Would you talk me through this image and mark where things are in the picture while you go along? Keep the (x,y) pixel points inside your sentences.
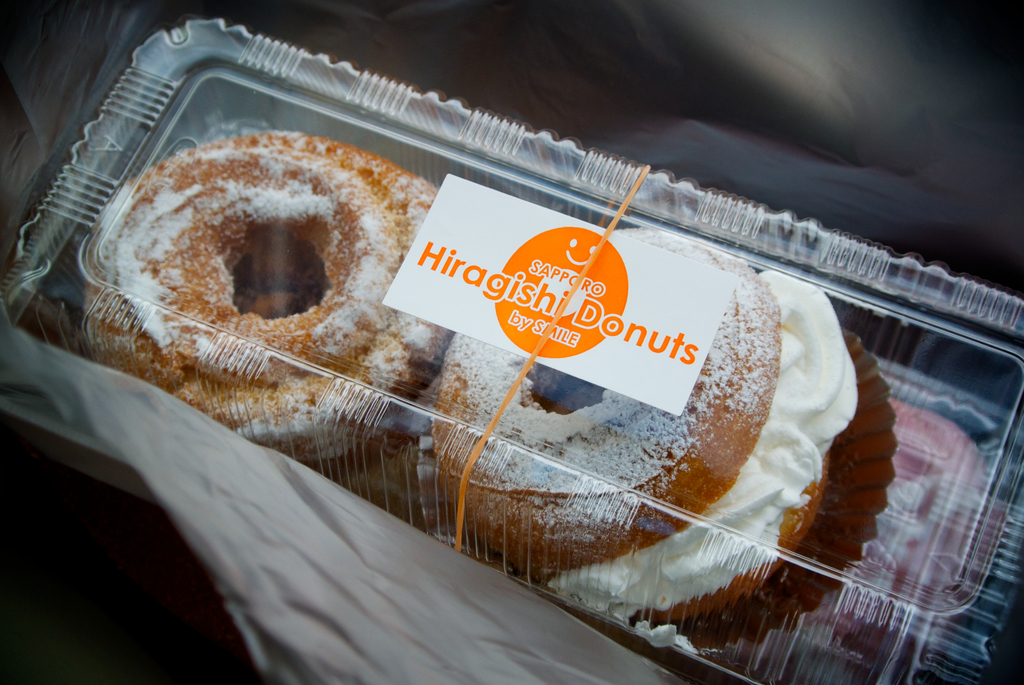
In this picture we can see a few donuts (251,192) in the plastic boxes (545,180). We can see some text (481,280) on a white card (492,336). A rubber band (636,184) is visible on the plastic box (646,195). We can see a few objects (471,573) at the bottom of the picture (463,555).
